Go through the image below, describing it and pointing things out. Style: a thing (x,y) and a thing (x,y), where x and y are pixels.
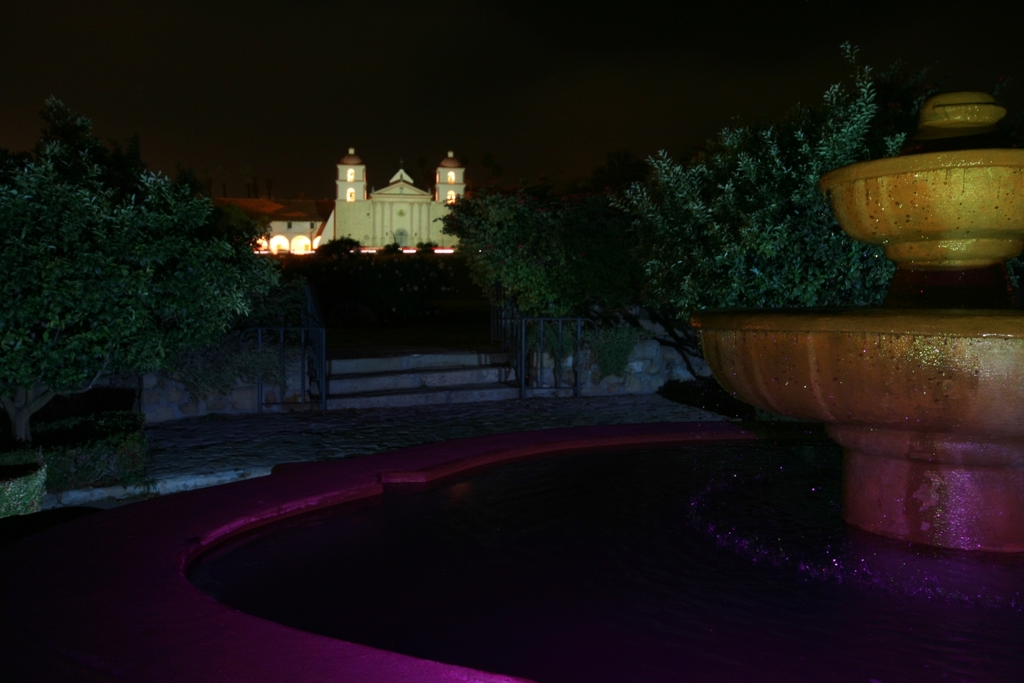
This is an image clicked in the dark. Here I can see a fountain (691,469). In the background (397,250) there is a building (349,215) and some trees (168,262) and also I can see the stairs (389,386).
